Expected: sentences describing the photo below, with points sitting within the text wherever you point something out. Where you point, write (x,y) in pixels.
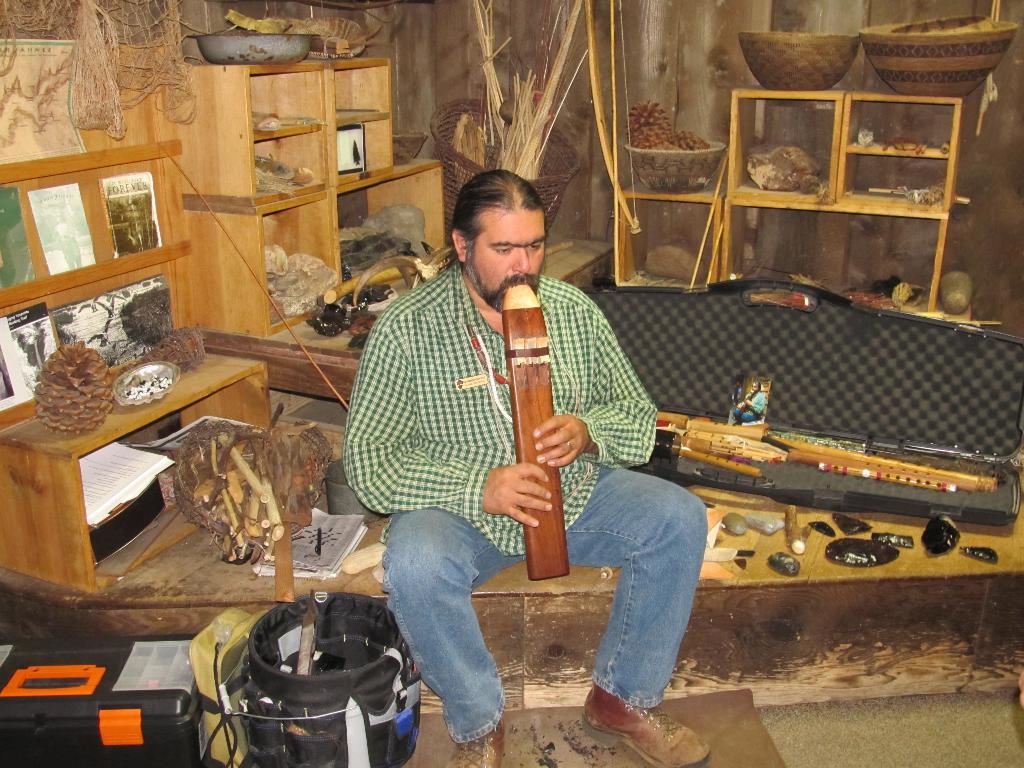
In this image in the center (483,339) there is one man (478,422) who is sitting and he is holding one wooden flute (524,314), beside him there is one bucket (293,661) and box (146,711). In the background (230,391) there is a table (215,375), cupboards (239,183) and in the cupboards (297,143) there are some objects (353,158). On the right side (920,442) there is one case (865,432), in the case (832,428) there are some wooden flutes (815,459). And in the background (94,55) there is a wall (505,57), net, basket (552,147) and in the basket (453,140) there are some sticks (519,89). And beside the person (435,527) there are some papers (334,554) and pen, on the right side (863,547) there are some stones (764,526). At the bottom (874,724) there is a floor (765,724).
